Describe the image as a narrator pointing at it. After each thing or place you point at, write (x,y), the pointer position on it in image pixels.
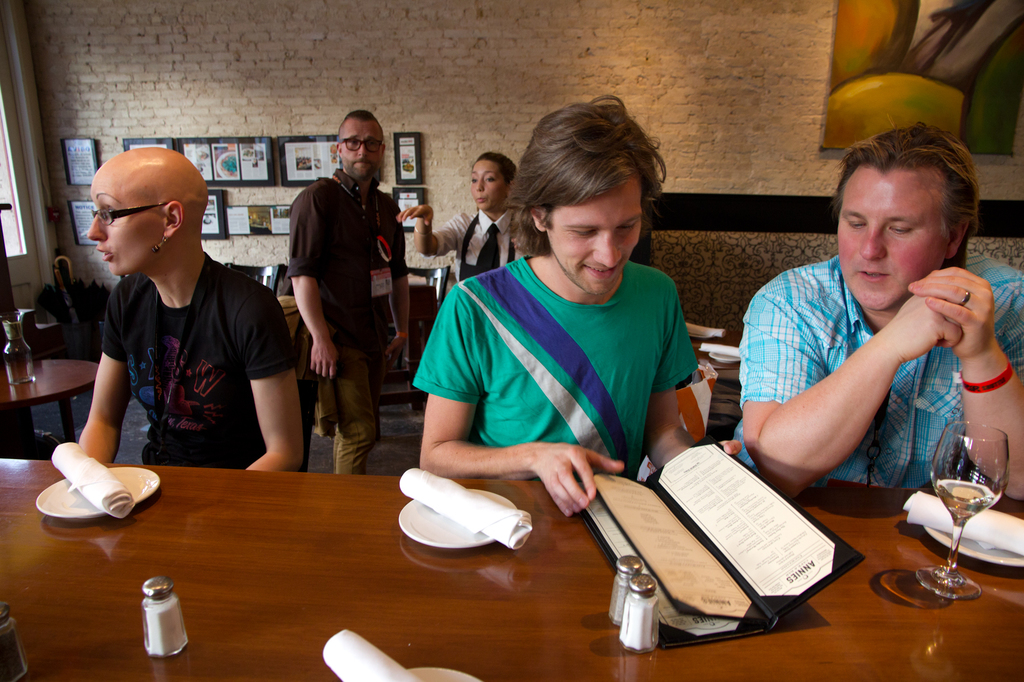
In this picture we can see three people (514,421) in front of table (340,573), in the background (345,302) there are two people (458,218) standing, the person (569,250) second from the right side of the image (717,484) is looking at menu (723,469), we can see one glass of drink (968,503) and four plates (974,552) and four clothes (983,543) on the table (364,567) and in the background (405,128) we can see a brick wall (443,58) and some photo frames (315,135), on the right side of the image (869,46) we can see a painting (920,47).
